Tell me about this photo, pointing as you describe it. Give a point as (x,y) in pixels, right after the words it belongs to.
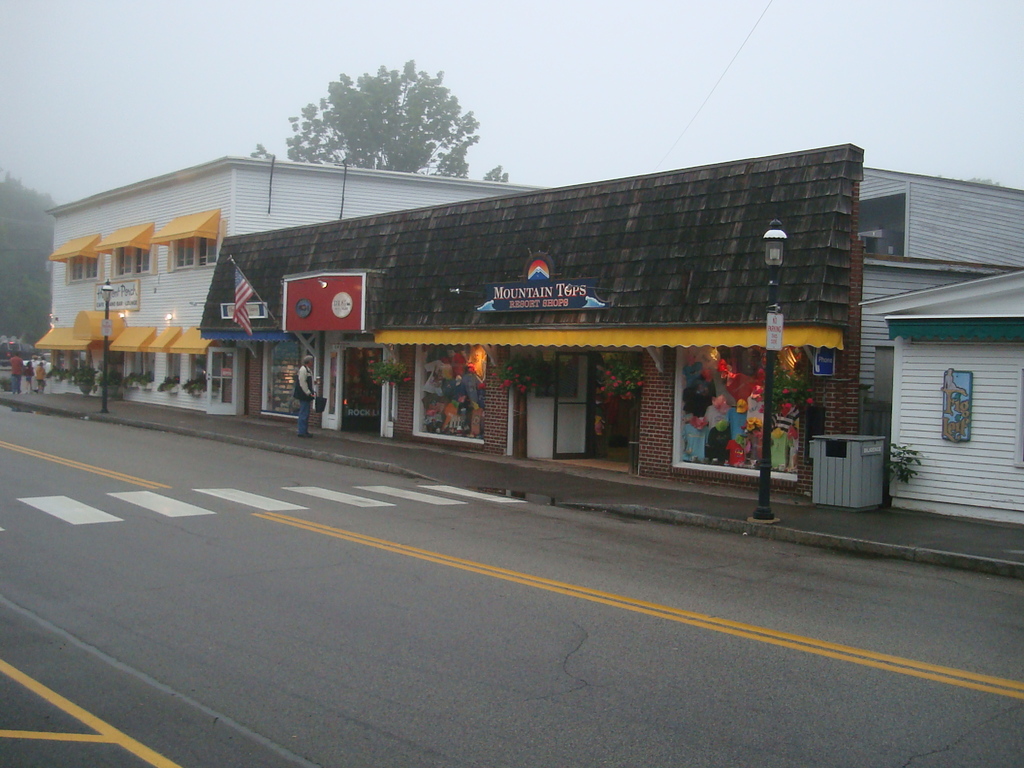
In this image there are buildings (136,368) and trees (0,227). At the bottom (549,562) there is a road (678,752) and we can see poles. On the right (835,489) there is a bin (835,471). In the background (828,143) there is sky (512,14).
